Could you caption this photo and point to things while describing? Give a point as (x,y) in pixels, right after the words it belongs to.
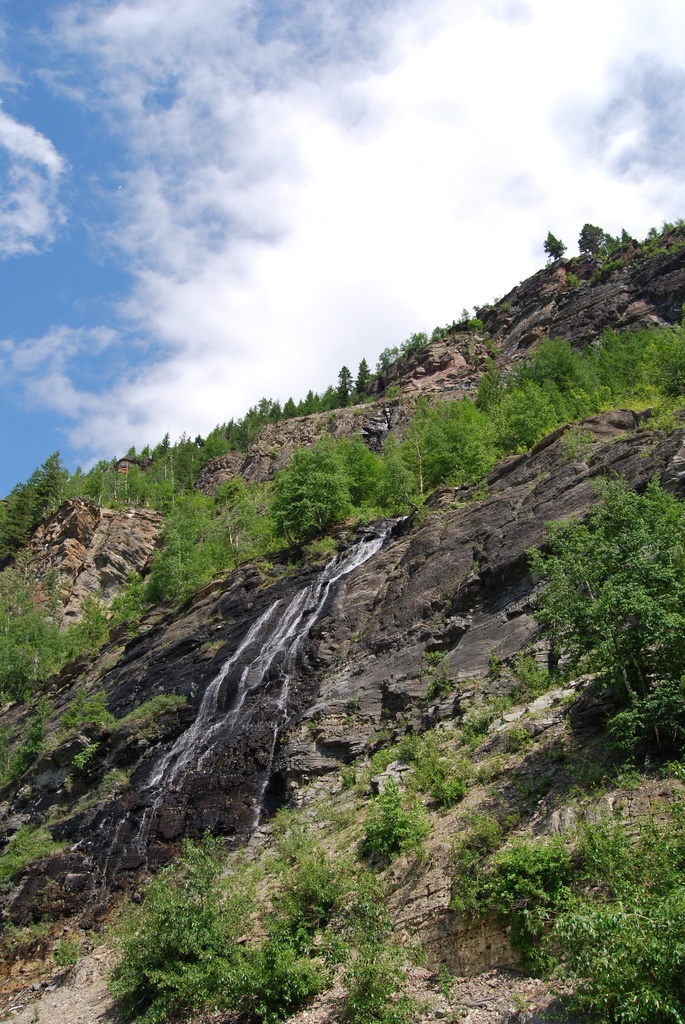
In this image there are some trees (602,379), plants (451,794), sand (468,801) and rocks (305,430), and at the top (288,313) there is sky (247,270).
